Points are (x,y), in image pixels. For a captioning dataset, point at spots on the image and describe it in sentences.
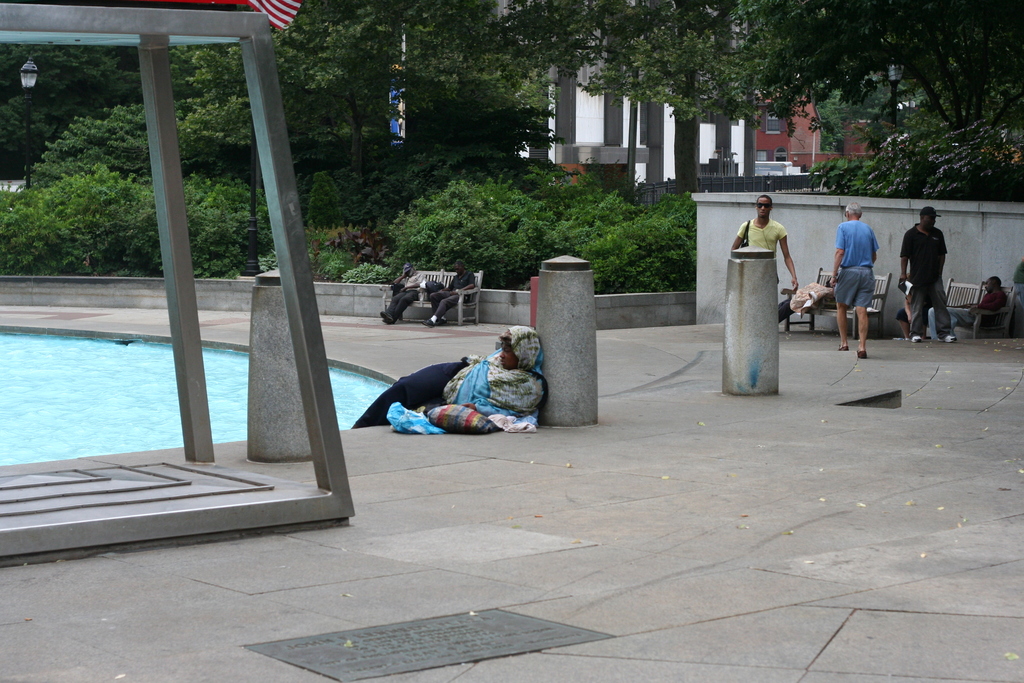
In this image we can see there are few people (845,253) walking on the ground (467,337) and a few people (903,314) sitting on the bench (966,295) and the other person (456,385) lying on the ground (493,444). And there is a swimming pool (63,368), light pole (249,252), stand (283,220), trees (490,168) and building (707,162).
